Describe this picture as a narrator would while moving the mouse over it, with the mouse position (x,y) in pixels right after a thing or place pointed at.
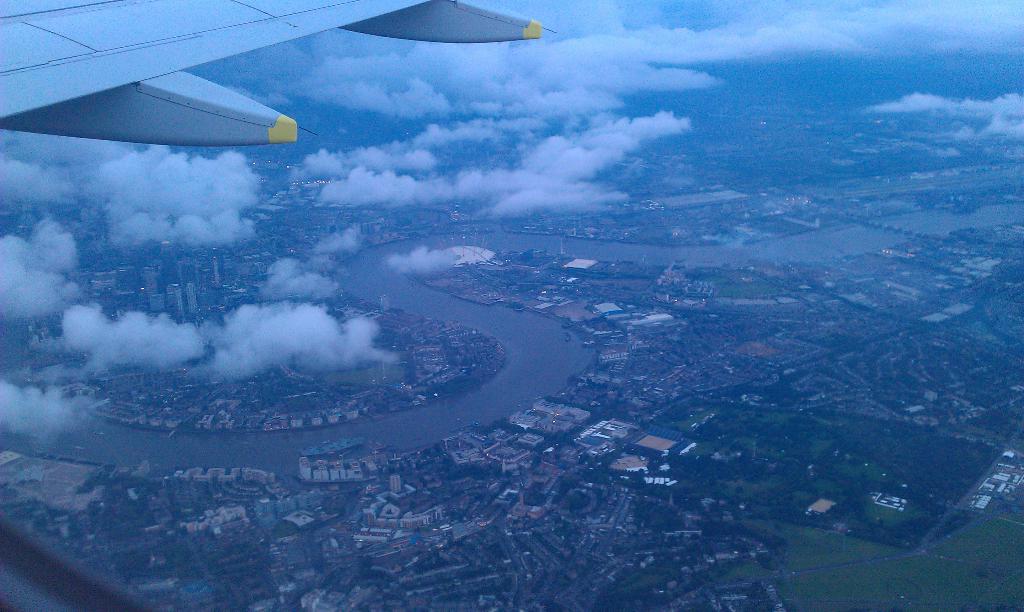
This image is taken from a plane (113,68), in this there an aerial view of a city (386,326) and there are clouds (425,137).
